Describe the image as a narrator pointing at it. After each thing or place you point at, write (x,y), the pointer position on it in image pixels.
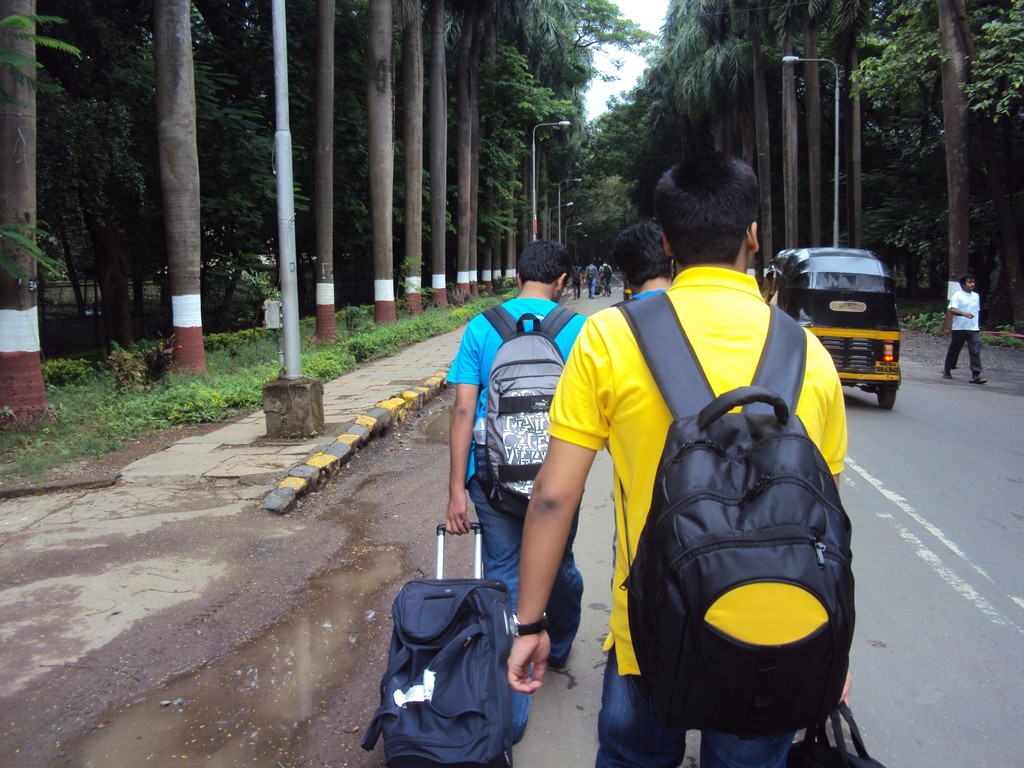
This image is clicked outside. There are trees (508,51) on the top (616,126) and there are people (476,409) walking on the road (888,519) in the middle (632,437). On the right side (955,337) there is a person (985,378) walking and auto (816,309) is also there on the right side (894,397). In the middle (638,499) there are two persons (646,469) who have backpacks (722,513) one is wearing blue color t-shirt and other one is wearing yellow t-shirt (735,328). There is water (138,759) on the left side (209,742) bottom and there are shrubs (193,396) on the left side (173,395).
